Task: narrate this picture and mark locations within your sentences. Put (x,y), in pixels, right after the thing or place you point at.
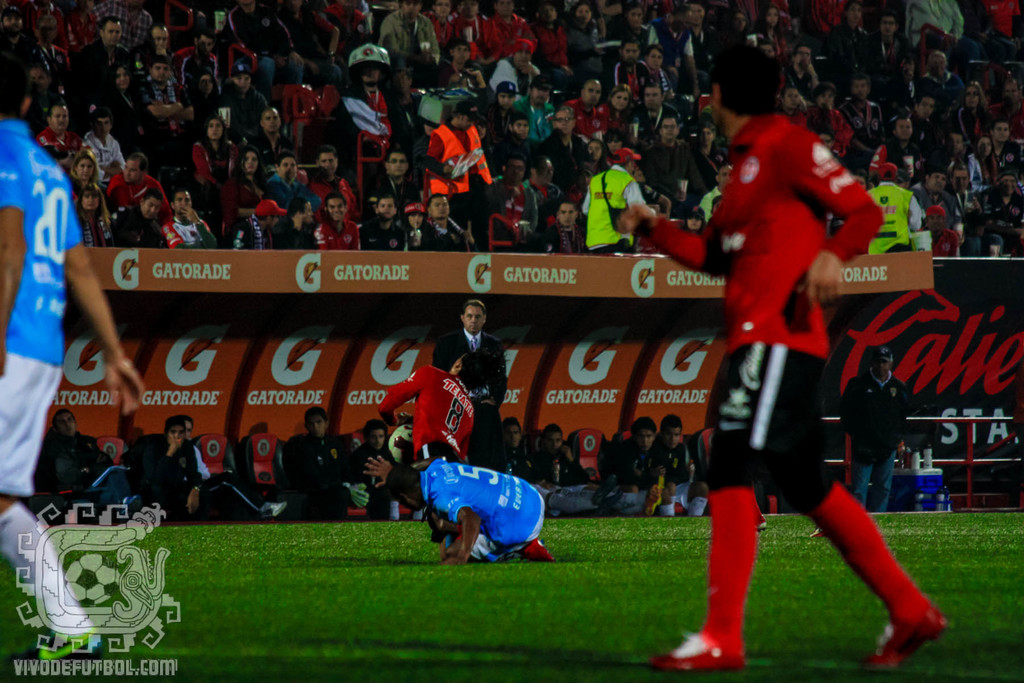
In this picture there are sportsmen (735,224) on the right (781,252) and left side of the image (19,441), on the grassland (909,554) and there are people (474,21) those who are sitting in the background area of the image (489,25), as audience (396,38), there are posters (406,357) in the background area of the image (220,389).
